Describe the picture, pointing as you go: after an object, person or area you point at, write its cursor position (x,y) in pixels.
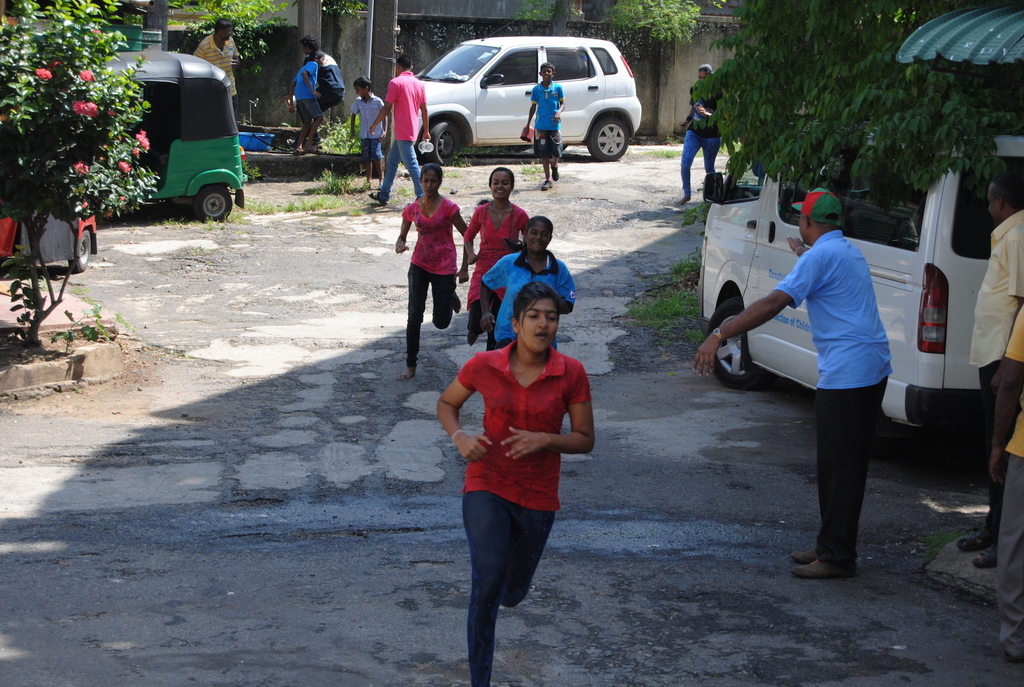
In the foreground of the picture (508,197) I can see four girls (444,227) running on the road (554,222). I can see three persons (1023,414) on the right side (1005,310) and I can see one of them is wearing a blue color T-shirt (855,300) and looks like he is speaking by indicating something with his hands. I can see a minivan (903,191) on the right side (915,251). There is a flower plant (110,179) on the top left side of the picture (88,158). I can see two vehicles (166,159) on the top left side (155,97). In the background (694,141), I can see a few persons (330,75) and a car (569,51). I can see a water tap (248,112) and blue color bucket (257,147) on the top left side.
